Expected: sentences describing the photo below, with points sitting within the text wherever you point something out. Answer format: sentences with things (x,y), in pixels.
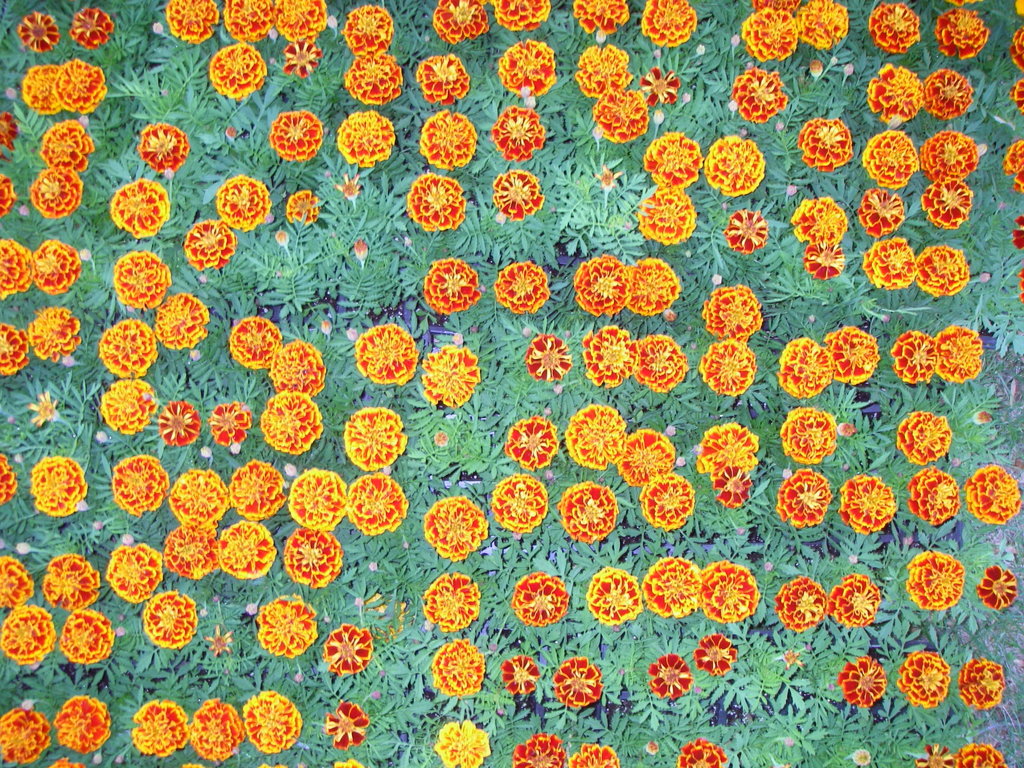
In this picture there are plants (843,408) This photo showing about the buds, flowers (428,228) and plants (358,407).
